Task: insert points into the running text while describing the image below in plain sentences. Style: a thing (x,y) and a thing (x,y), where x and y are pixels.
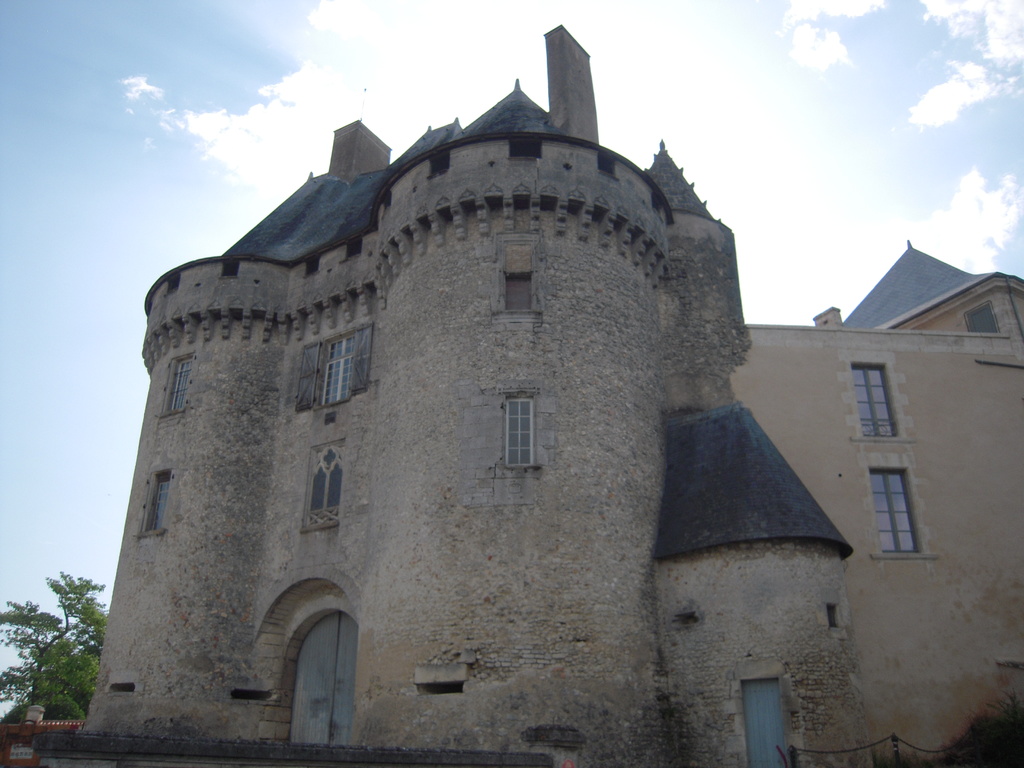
In this picture, we see a castle (665,453) and we see the doors (774,764) and the windows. In the right bottom (999,742), we see the grass (954,738) and the poles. In the left bottom (42,724), we see the trees (53,673) and a building (27,737) in brown color. At the top (919,60), we see the sky (843,141) and the clouds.
